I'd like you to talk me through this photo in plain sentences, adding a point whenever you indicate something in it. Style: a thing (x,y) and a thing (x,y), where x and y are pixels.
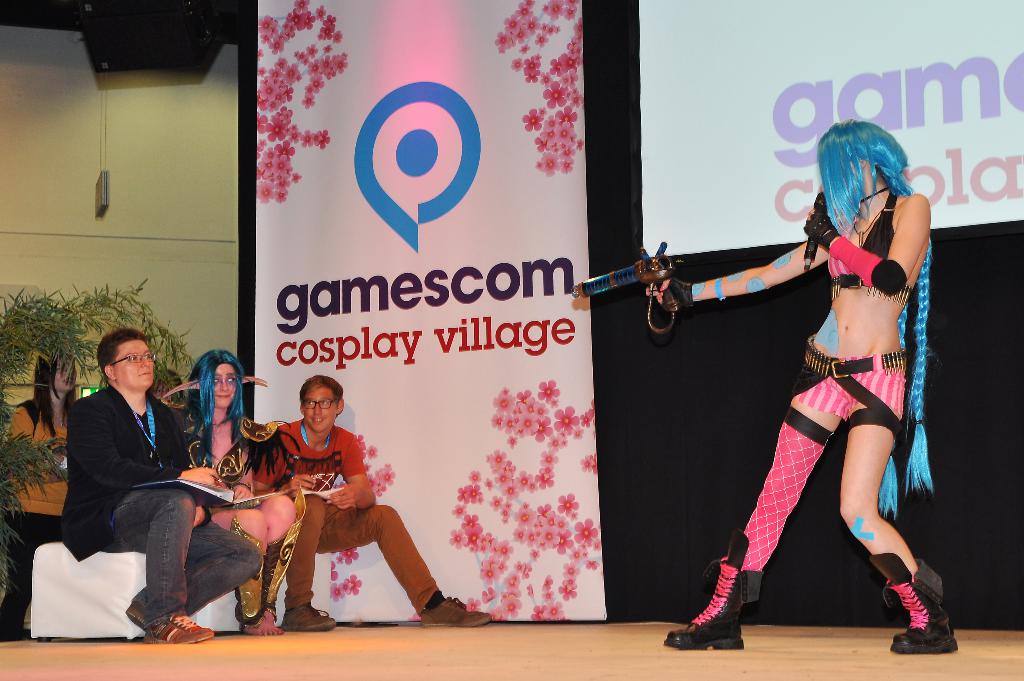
In this image we can see a woman (875,397) standing on the stage (750,632) holding a mic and an object (643,277). On the left side (275,609) we can see three people (178,604) sitting. In that two men (222,583) are holding the books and pens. On the backside (125,50) we can see some plants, some people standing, a device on a wall (106,300), a speaker box (125,22), a banner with some text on it, a curtain (747,481) and the display screen (903,129).
